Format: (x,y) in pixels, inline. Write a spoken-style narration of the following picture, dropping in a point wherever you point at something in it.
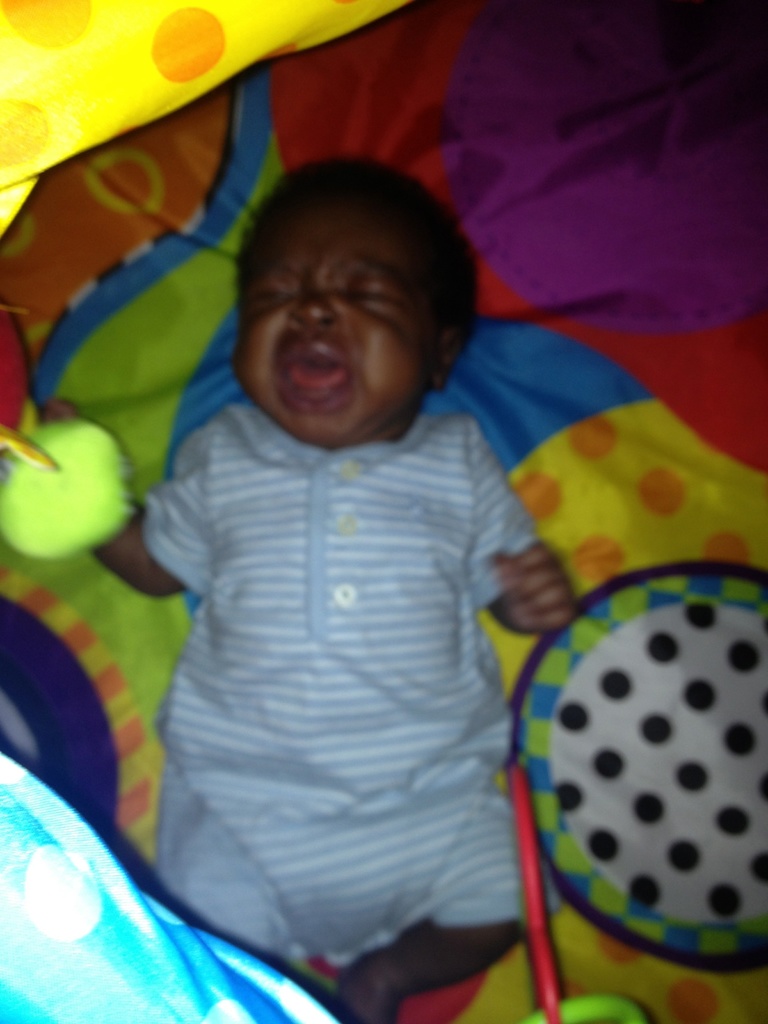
In this image we can see a baby (527,618) crying and lying on the bed (224,156).
